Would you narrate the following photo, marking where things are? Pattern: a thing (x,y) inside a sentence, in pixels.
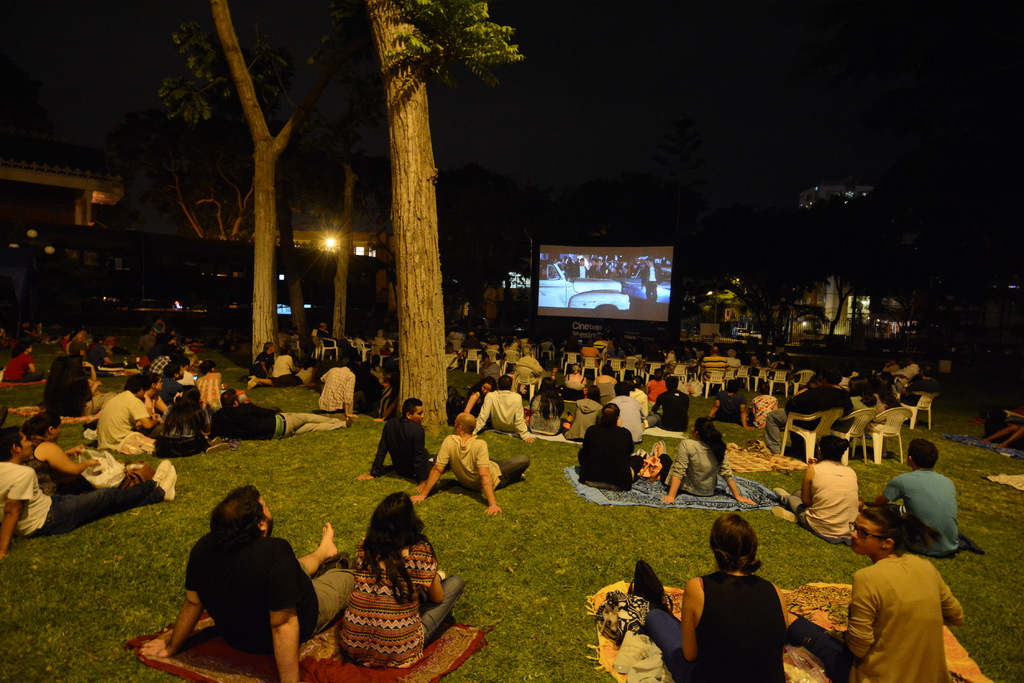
In this picture we can see some people (701,437) are sitting on the ground (514,630), at the bottom (523,550) there is grass (509,645), there is a screen (599,299) in the middle (618,289), in the background (486,237) there are some trees (346,241) and a light (325,240), we can also see clothes (624,504) at the bottom (384,675).
